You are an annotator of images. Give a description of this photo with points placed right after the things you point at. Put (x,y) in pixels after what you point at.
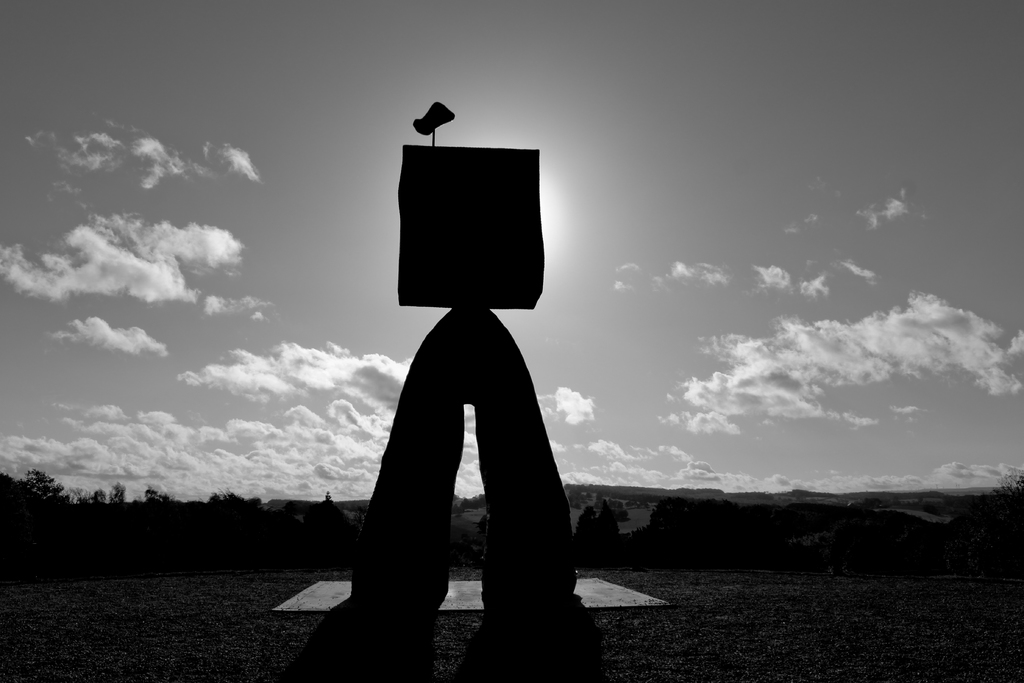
This is a black and white picture. In the middle of the picture (511,367), we see something which looks like an arch (422,361). There are trees (688,509) and hills (641,509) in the background (833,501). At the top (367,186), we see the sky (300,299) and the clouds (328,386).
